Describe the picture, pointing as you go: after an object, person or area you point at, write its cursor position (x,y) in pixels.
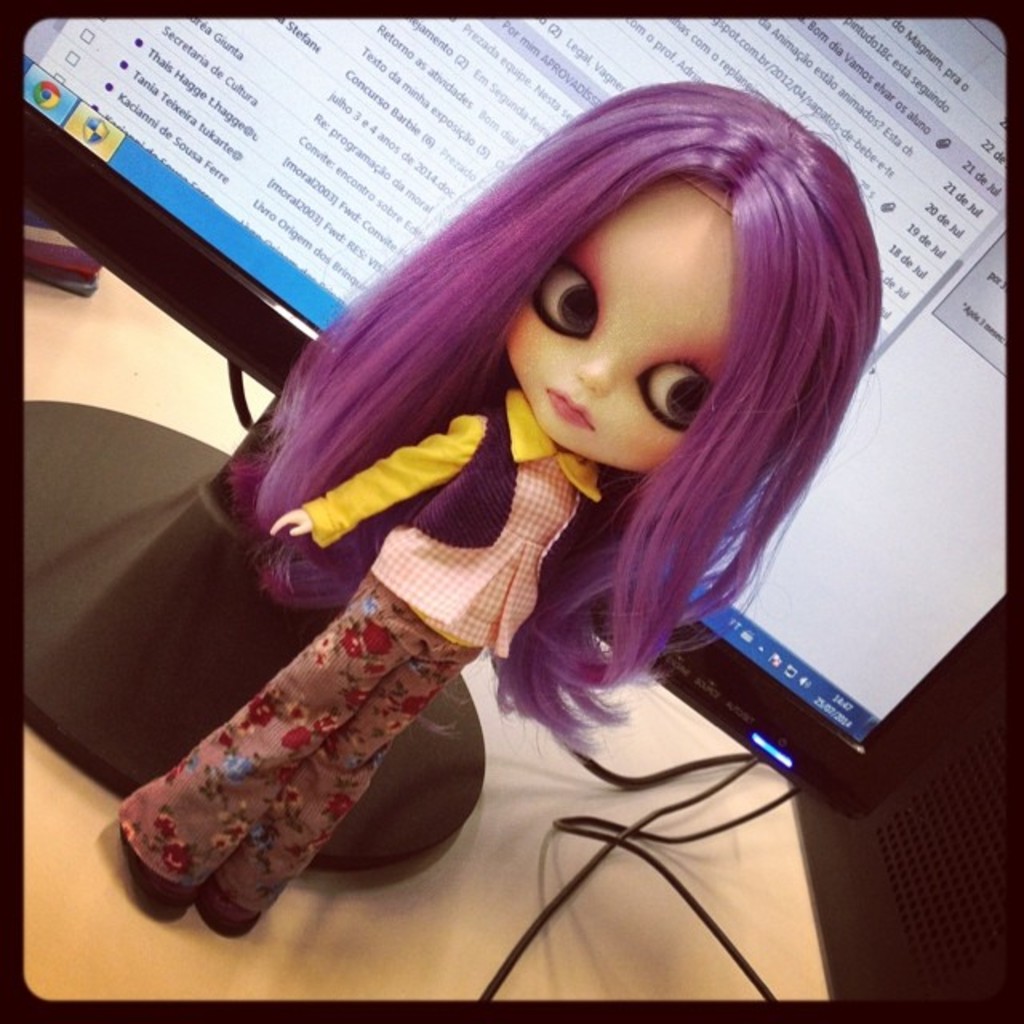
In this picture I can see there is a doll (551,480) placed in front of the monitor (952,591) and it is looking at right side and there is a central processing unit (911,873) on to right side (803,881). There is a cable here on the table (756,939).
